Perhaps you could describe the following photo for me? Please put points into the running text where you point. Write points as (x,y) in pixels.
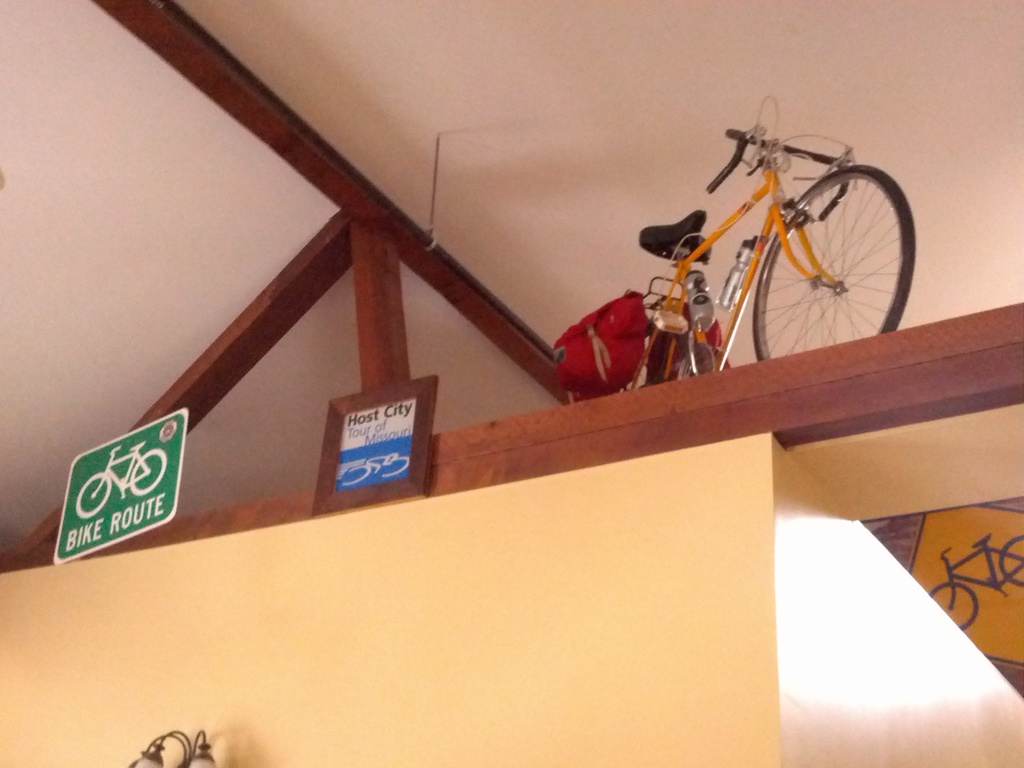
At the top (817,218) we can see a bicycle (770,159). We can see two boards (353,446). The green color board (112,494) stating "BIKE ROUTE". Here we can see a wall (415,617) and lights (146,757).
